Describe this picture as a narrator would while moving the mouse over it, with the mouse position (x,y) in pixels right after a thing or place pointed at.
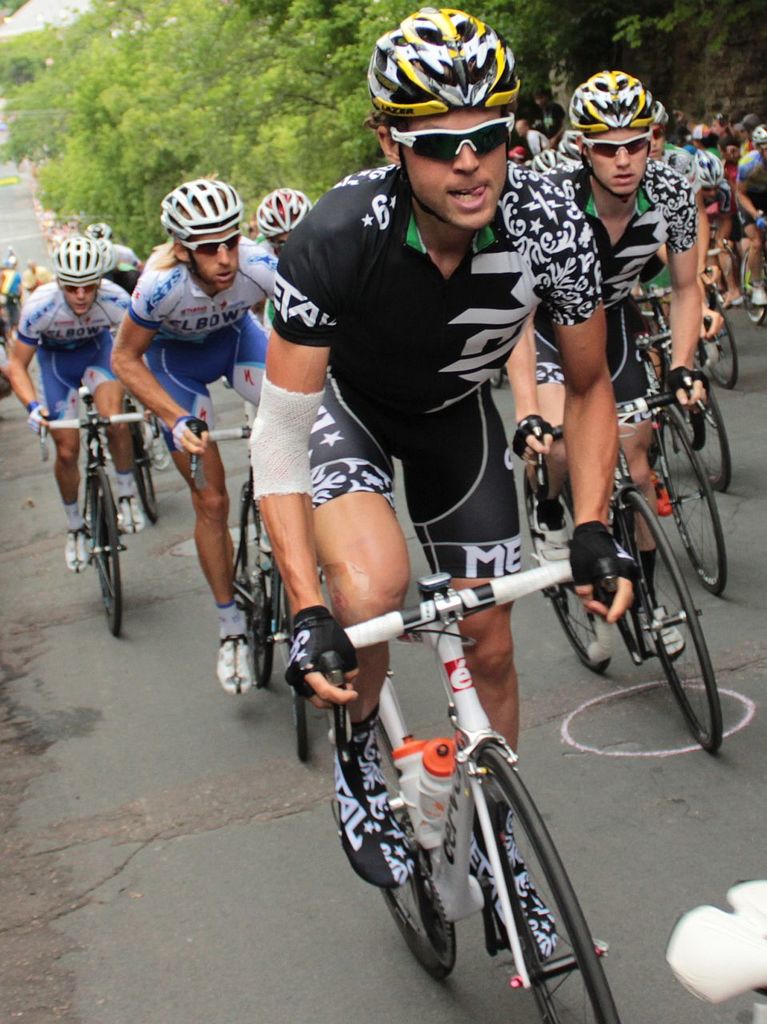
In the image a group of people (426,284) were riding bikes (438,792) on the road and behind them there is a crowd (718,143). Behind the crowd (727,152) there are plenty of trees (185,122).
